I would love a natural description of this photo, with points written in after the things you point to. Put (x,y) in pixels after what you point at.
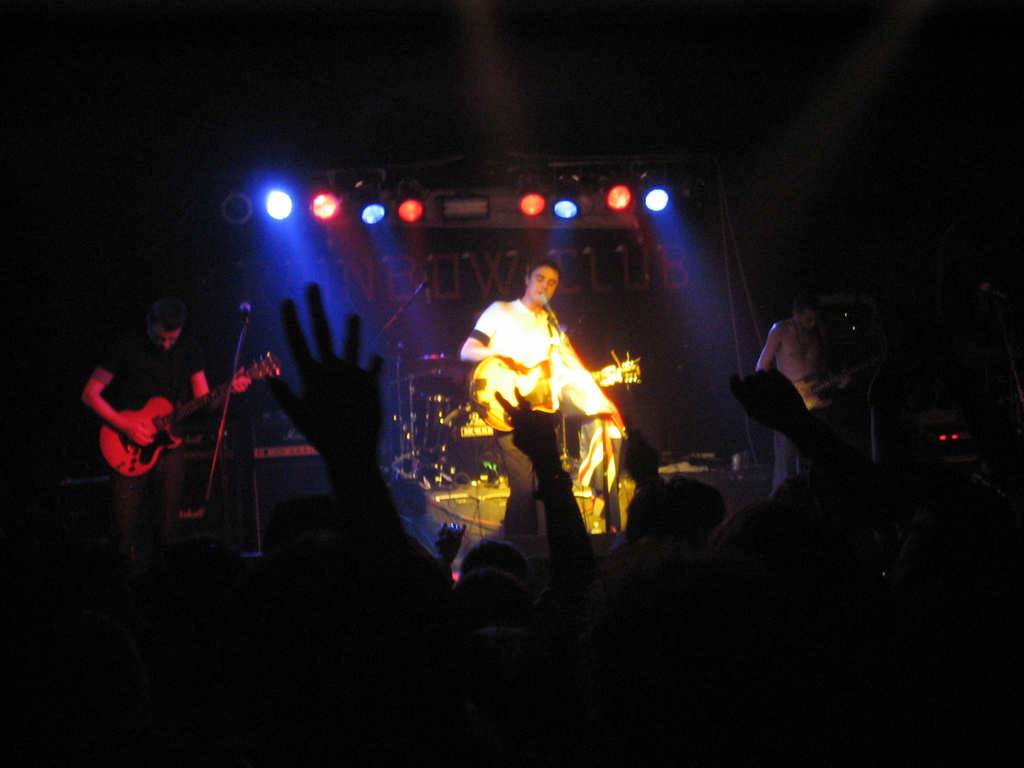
Here we can see three men (789,336) in the front (551,386) playing guitars (804,399) with microphone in front of them and the guy (534,353) in the middle (527,333) is singing a song and behind them we can see drums (472,431) present and at the top (273,210) we can see colorful lights (662,210) and in front of them we can see audience (661,741) present.
